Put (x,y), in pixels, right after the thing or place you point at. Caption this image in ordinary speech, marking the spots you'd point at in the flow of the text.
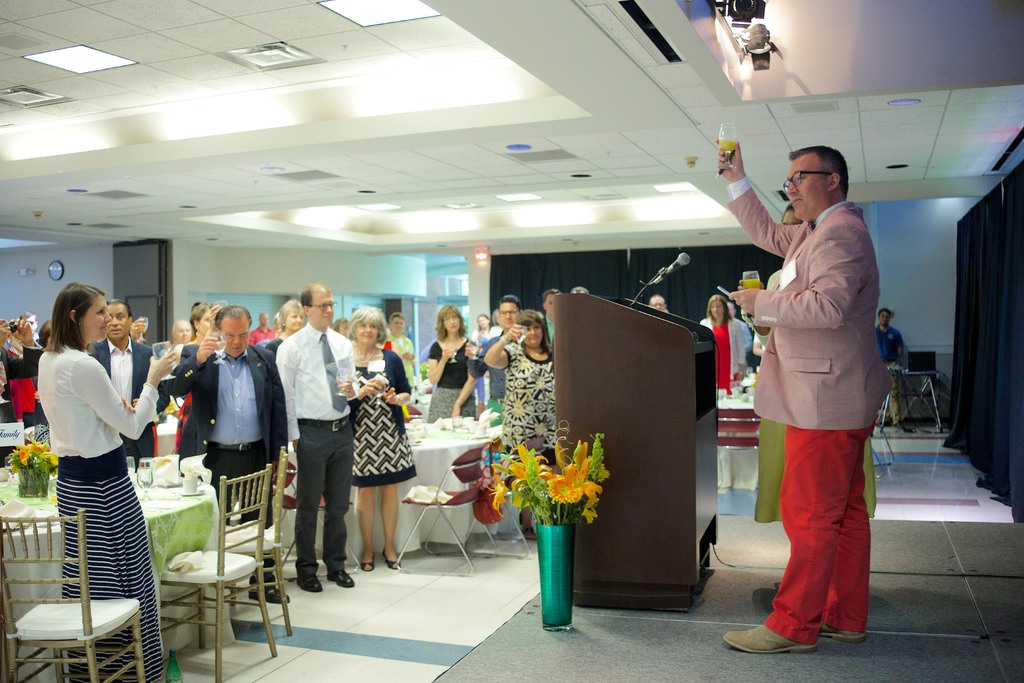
In this image we can see a group of persons (203,353) standing in a hall (230,378) holding a glass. We can see some chairs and tables (176,530), placing some objects (179,480) on them. There's a wooden box (636,526) with a mic (641,281) on it. We have curtains (996,331) on the right (995,376) and in the middle of the room (476,243) and a wall clock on the left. On the top (417,96) we have a roof (424,100) with lighting (427,212).
